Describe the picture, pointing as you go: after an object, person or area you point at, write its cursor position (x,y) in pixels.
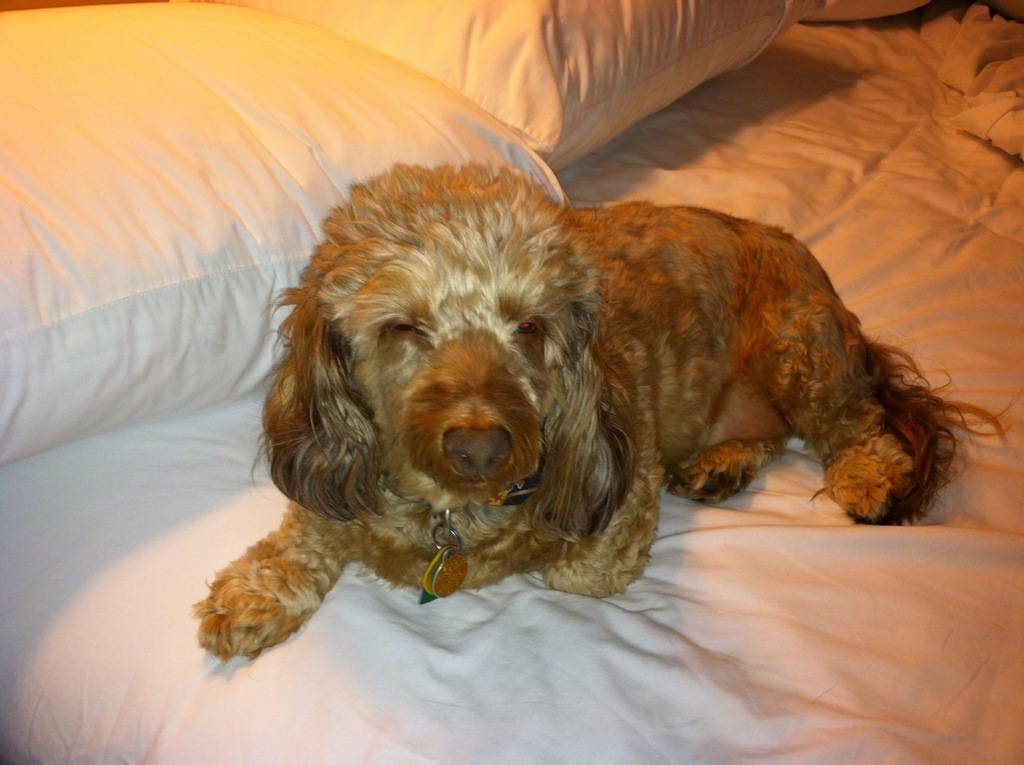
In this image there is a dog (637,318) on a bed (929,320).
